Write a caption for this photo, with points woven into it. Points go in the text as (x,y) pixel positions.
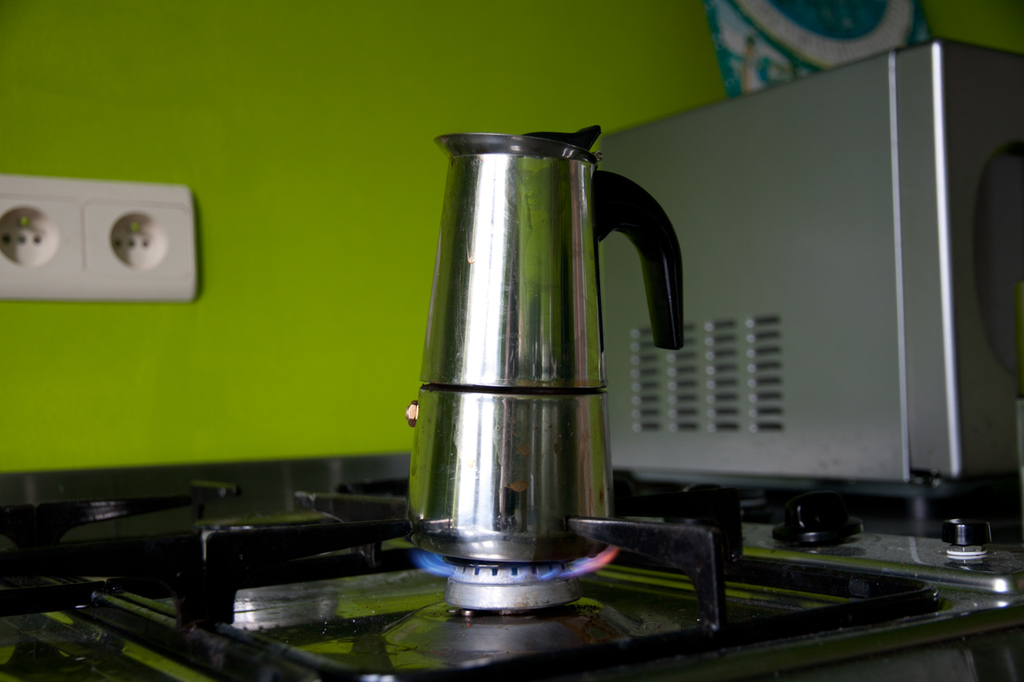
It is a stainless steel jug (551,417) on a gas stove (430,672).
